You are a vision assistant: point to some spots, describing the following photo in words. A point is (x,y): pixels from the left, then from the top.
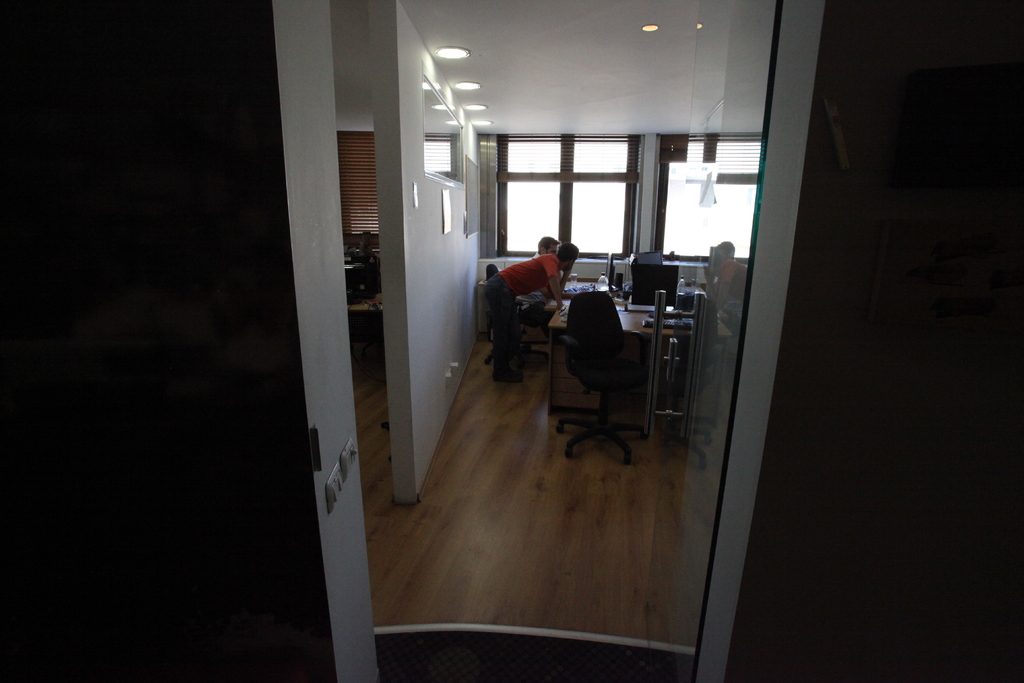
In this image, we can see an inside view of a building (449,596). There are two persons (502,317) in front of the table (557,313) beside the window (595,197). There is a chair (608,360) in the middle of the image (605,360). There are lights (647,30) on the ceiling (660,36) which is at the top of the image (521,69).
